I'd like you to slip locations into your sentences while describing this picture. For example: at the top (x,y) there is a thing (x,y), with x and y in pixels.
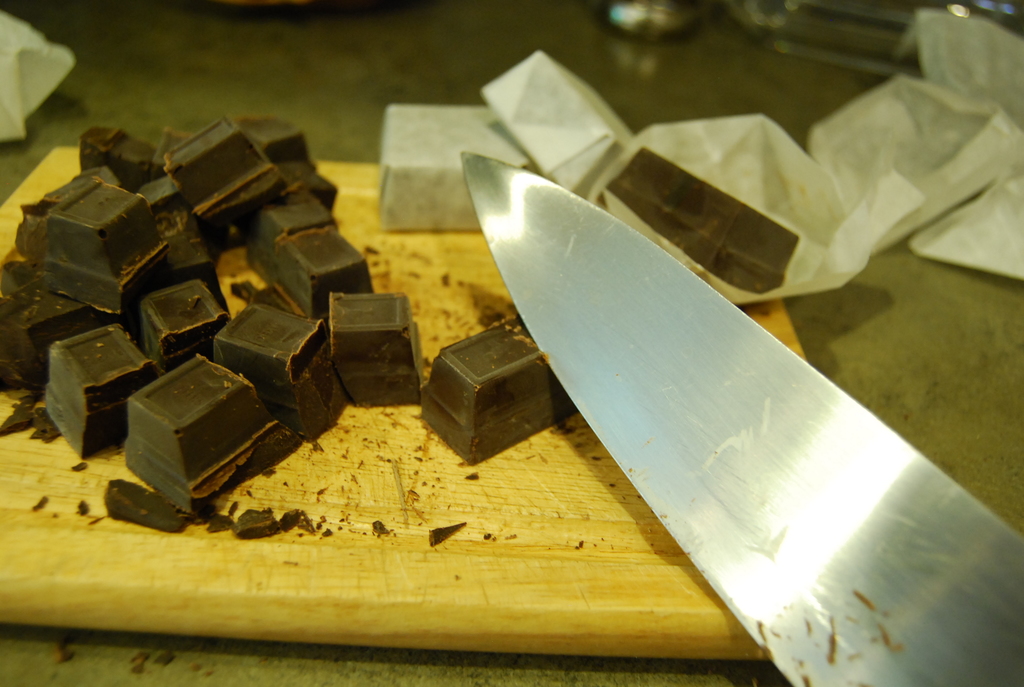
In this picture we can see there is a knife (796,425), a wrapper (874,184) and chocolates (255,143) on an object (338,526) and behind the object (276,549) there are some items (672,11).
